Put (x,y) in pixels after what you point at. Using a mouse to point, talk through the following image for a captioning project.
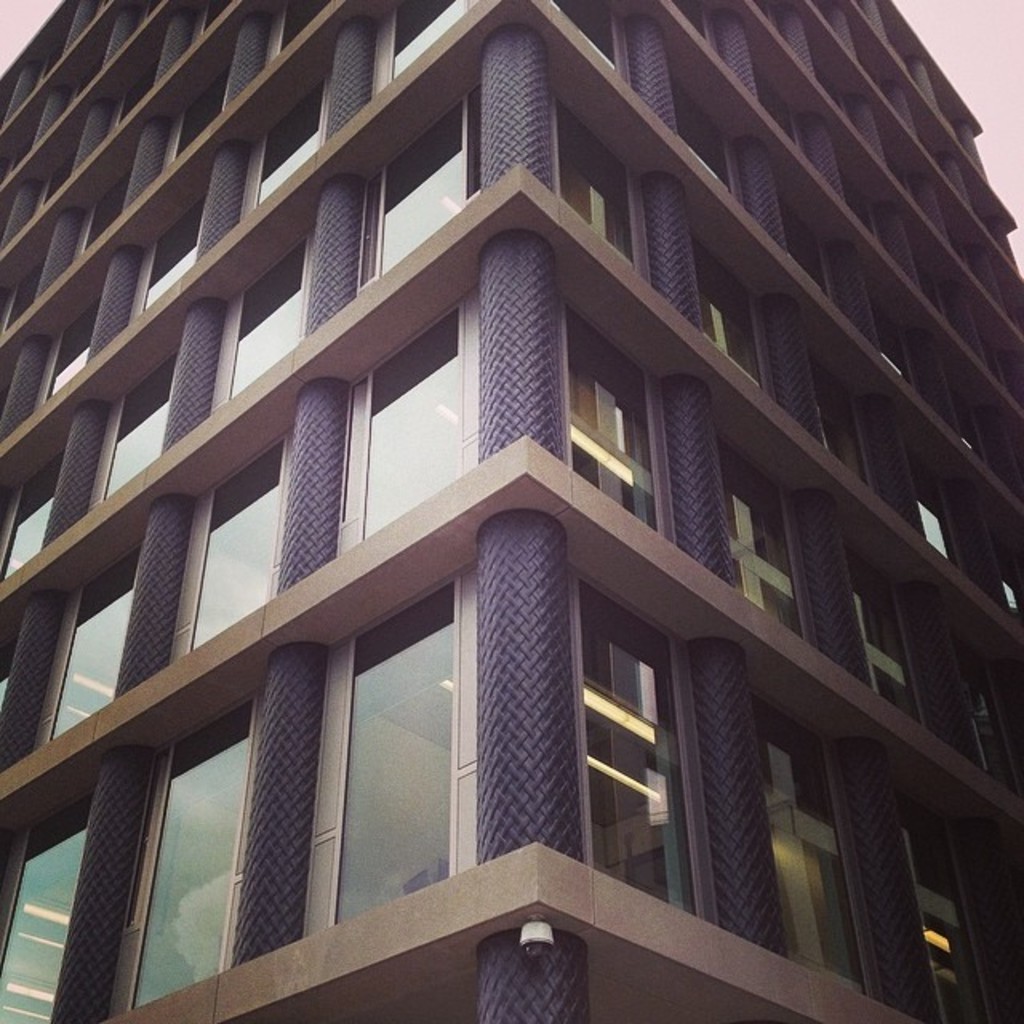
In this image we can see a building (744,532). In the building (148,482) we can see a group of glasses (403,681). At the bottom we can see a camera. On the top right (985,49), we can see the sky (978,64).
